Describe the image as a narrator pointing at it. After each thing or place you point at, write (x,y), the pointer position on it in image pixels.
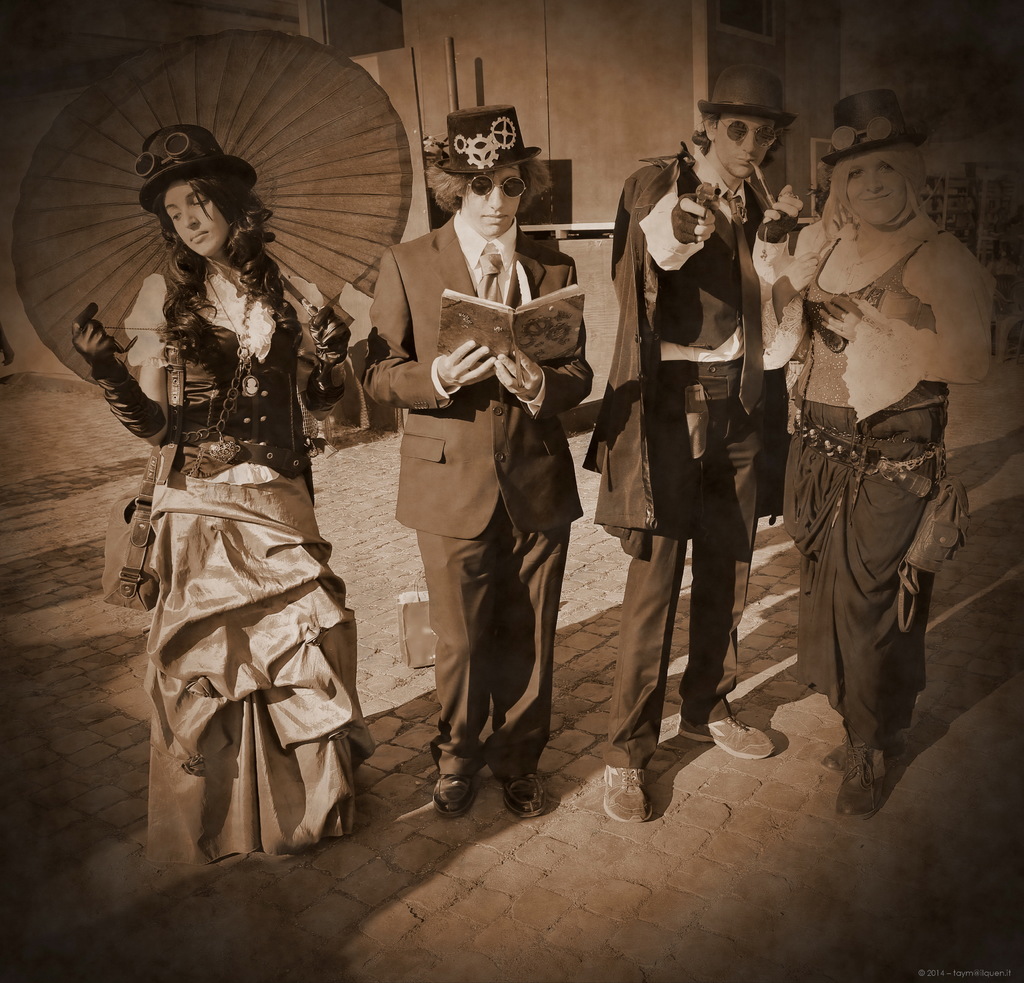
In this picture we can see a group of people (338,817) on the ground (400,805), woman (319,823) is holding an umbrella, one person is holding a book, another person (613,807) is holding a gun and in the background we can see buildings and some objects (376,423).
